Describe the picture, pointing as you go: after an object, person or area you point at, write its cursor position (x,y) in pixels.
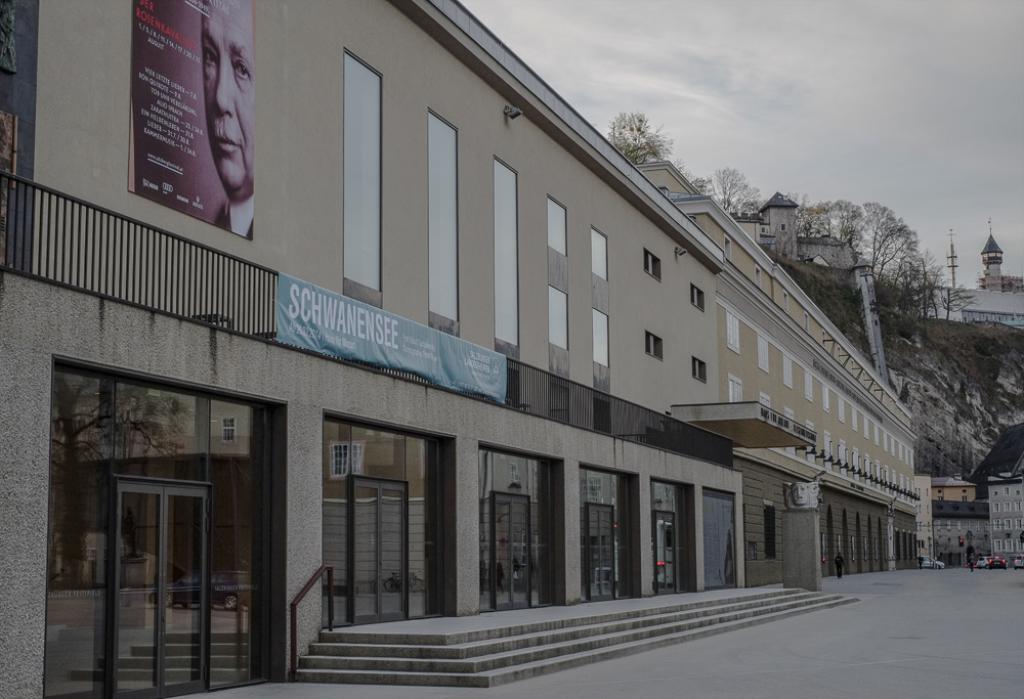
In this image there is a building (531,438) with the glass doors (405,543) in the middle (610,413). At the top (703,73) there is the sky (721,73). At the bottom (573,611) there are steps (564,616) in front of the building (549,450). There is a poster (181,128) attached to the wall (711,395). In the background (870,222) there are few trees (854,234).
